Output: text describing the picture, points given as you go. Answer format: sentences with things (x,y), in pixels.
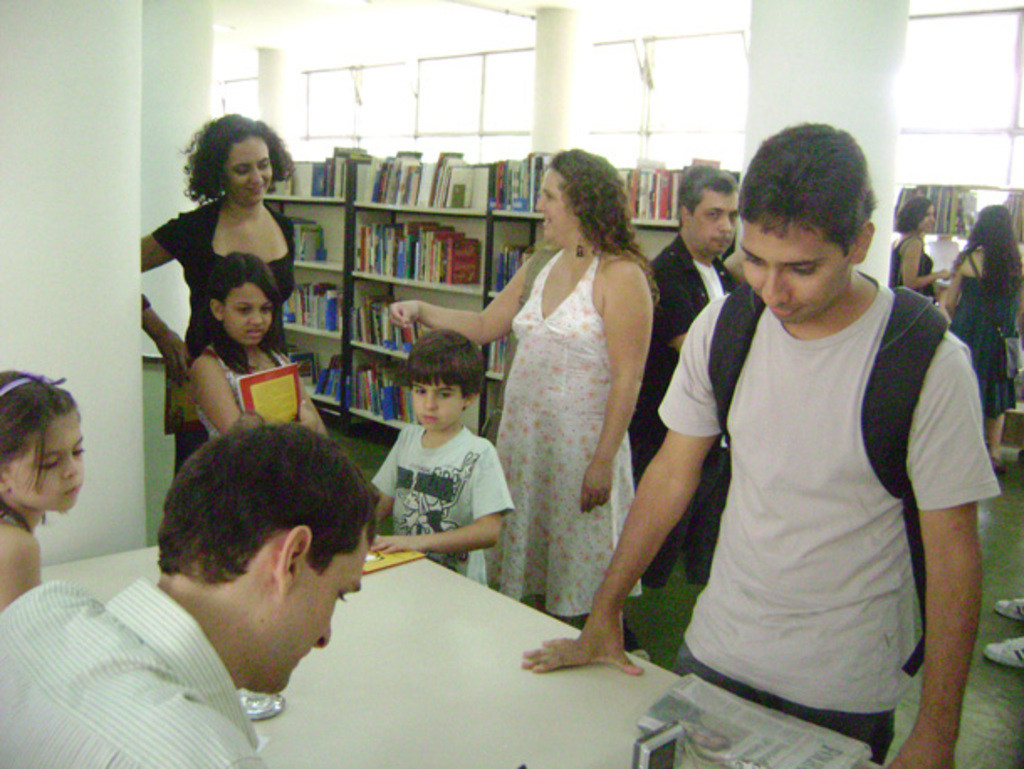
In this picture I can see there is a man (294,644) sitting at the table (343,640) and there is a person (810,498) standing here and smiling and in the backdrop (496,314) there are few women (511,296) standing and there are books (361,324) arranged in the book shelves (438,294) and there are pillars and windows (725,135).
